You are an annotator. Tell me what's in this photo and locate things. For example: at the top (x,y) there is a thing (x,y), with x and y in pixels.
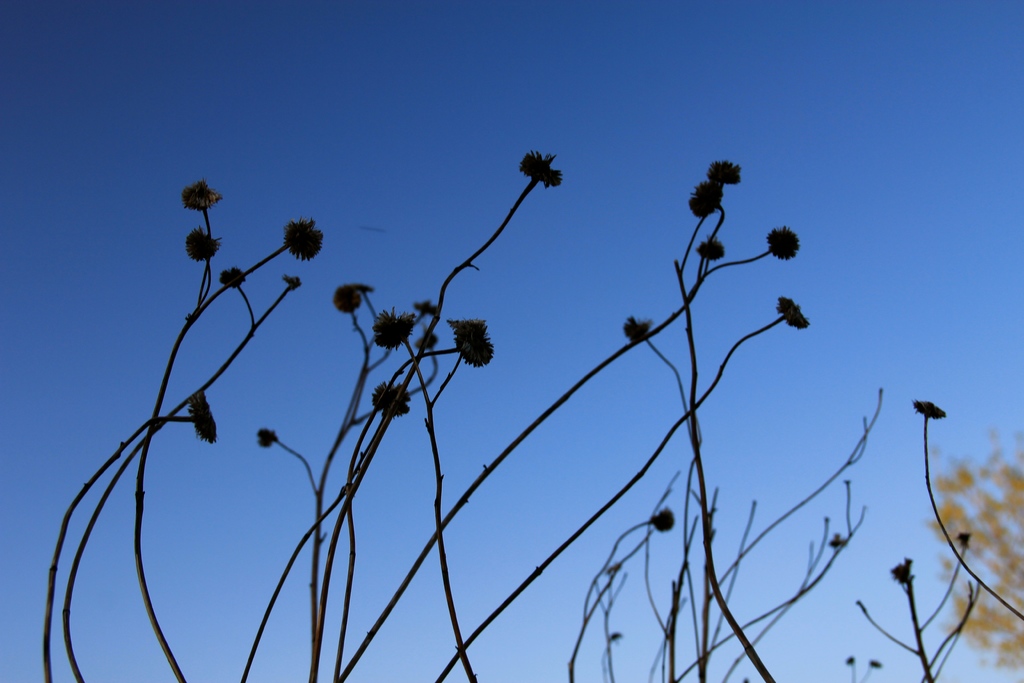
In this image I can see few stems (78,563) along with the flowers (430,342). At the top of the image (358,95), I can see the sky (389,107) in blue color.
